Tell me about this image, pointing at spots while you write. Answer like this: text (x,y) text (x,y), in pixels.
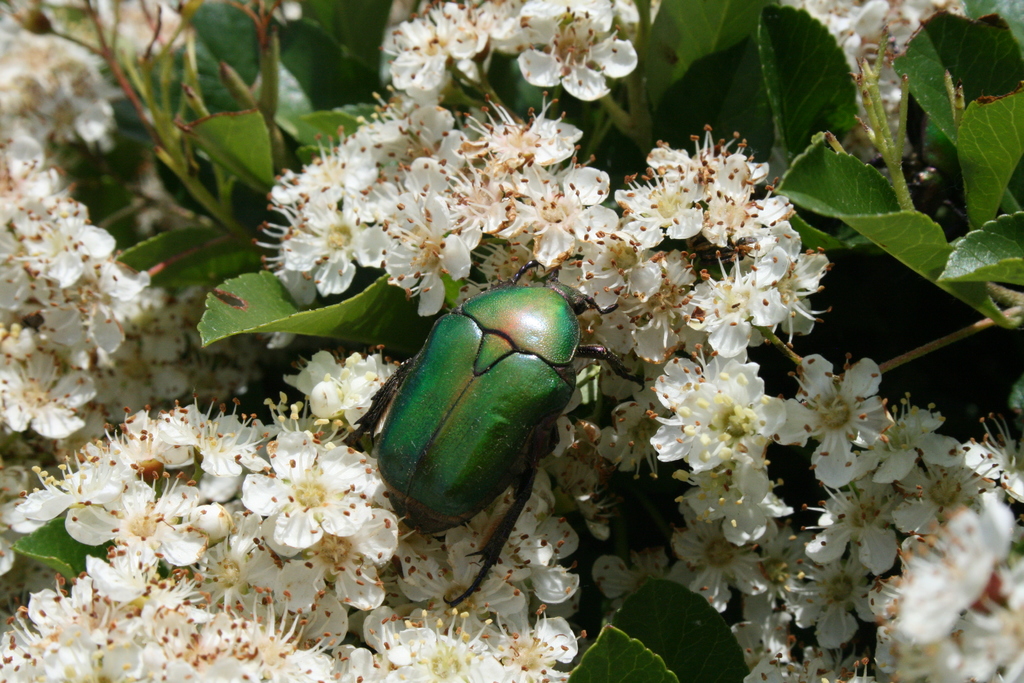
In this image in the center (468,408) there is an insect (468,385), and in the background (198,551) there are plants (980,261) and flowers (423,543).
